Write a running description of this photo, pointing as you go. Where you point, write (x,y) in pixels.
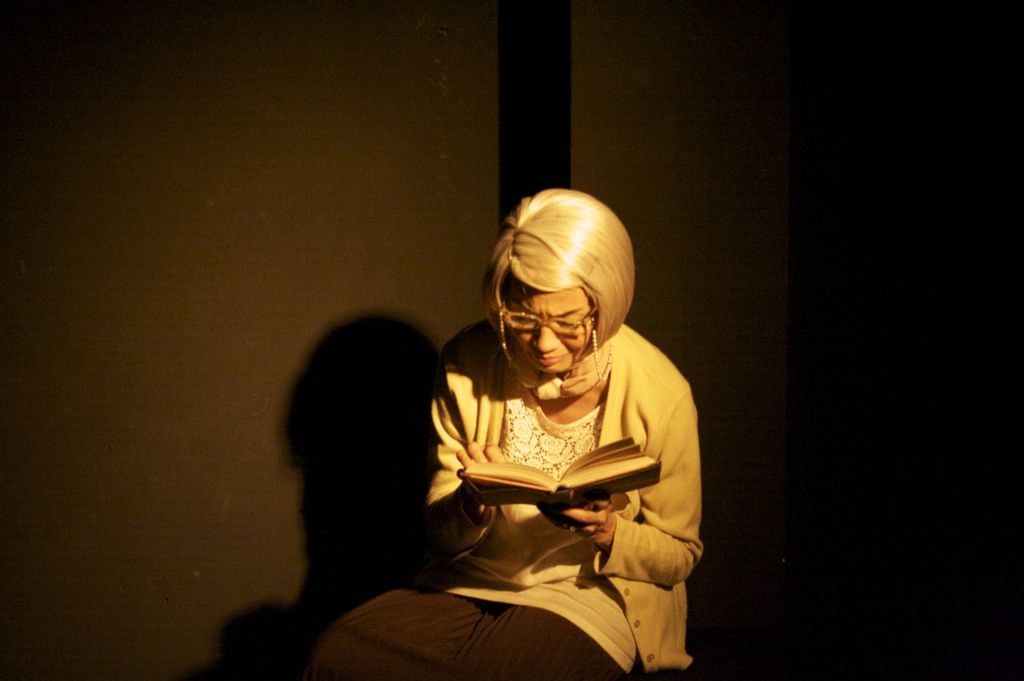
In the image there is a woman (591,434), she is reading a book (583,487) by holding it in her hand (479,452), behind the woman (558,467) there is a wall (483,259).
